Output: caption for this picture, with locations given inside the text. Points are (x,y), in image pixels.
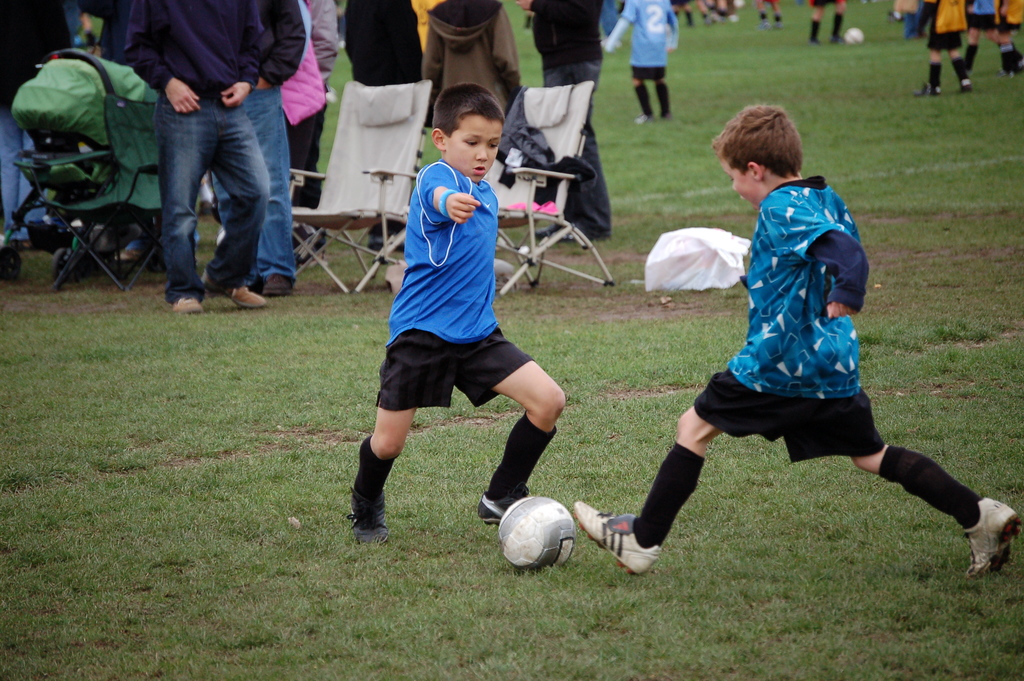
In this picture we can see two children (440,311) with blue shirts (487,312) and black shorts (491,380) playing with a ball (532,545) in the grass (578,562) and behind them there are some chairs (341,136) and people (310,88) standing.
